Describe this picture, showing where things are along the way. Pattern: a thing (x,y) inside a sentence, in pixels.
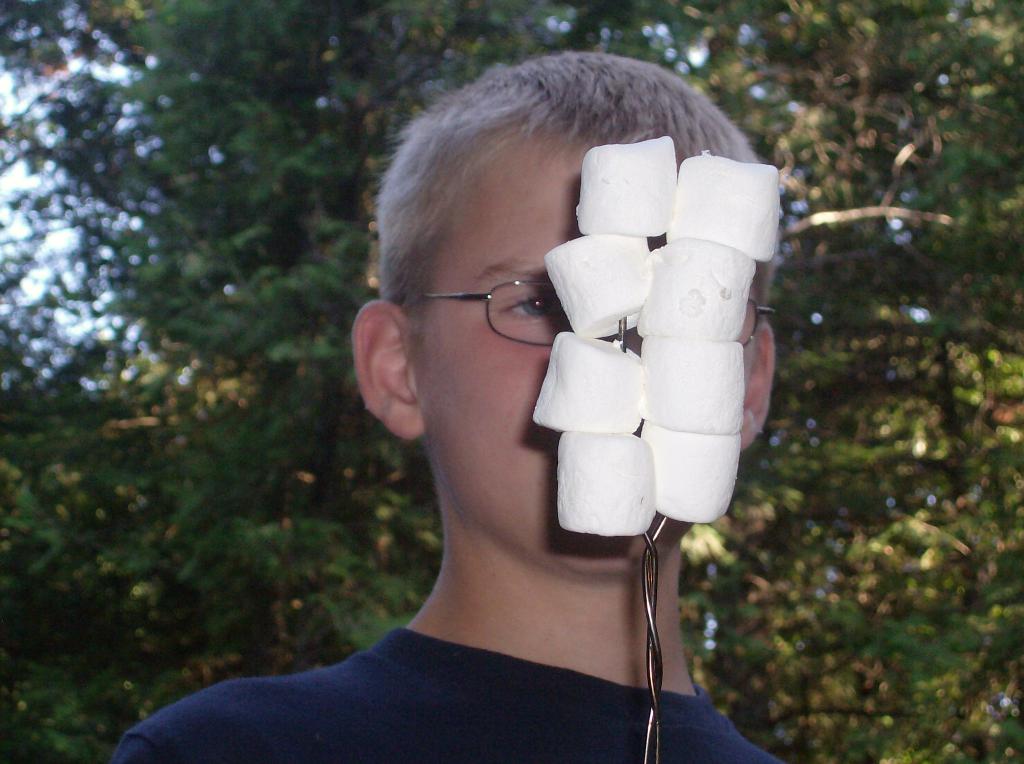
Here in this picture we can see a man (544,263) wearing spectacles (504,321) present over a place and in front of him we can see marshmallows (633,244) present on metal spoke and behind him we can see plants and trees (161,570) present.
